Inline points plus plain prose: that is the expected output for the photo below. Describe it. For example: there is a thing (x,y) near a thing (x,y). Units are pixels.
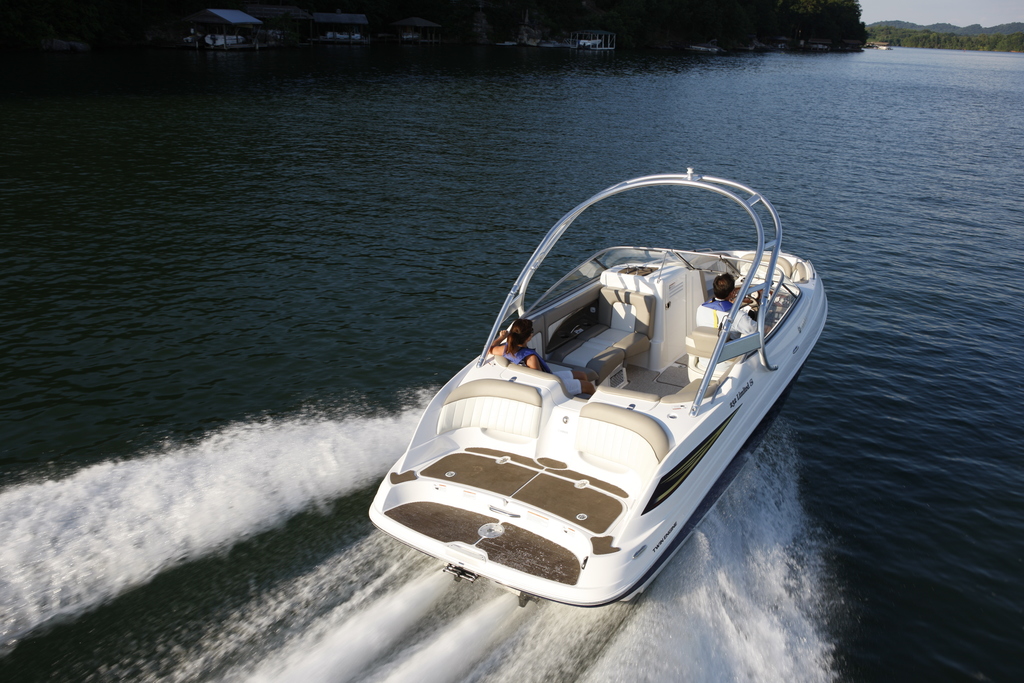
In this image we can see a boat (602,360) on the water (504,610) and we can see two persons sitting in the boat (606,466). There are some houses (845,42) in the background (608,33) and we can see some trees (795,34).
